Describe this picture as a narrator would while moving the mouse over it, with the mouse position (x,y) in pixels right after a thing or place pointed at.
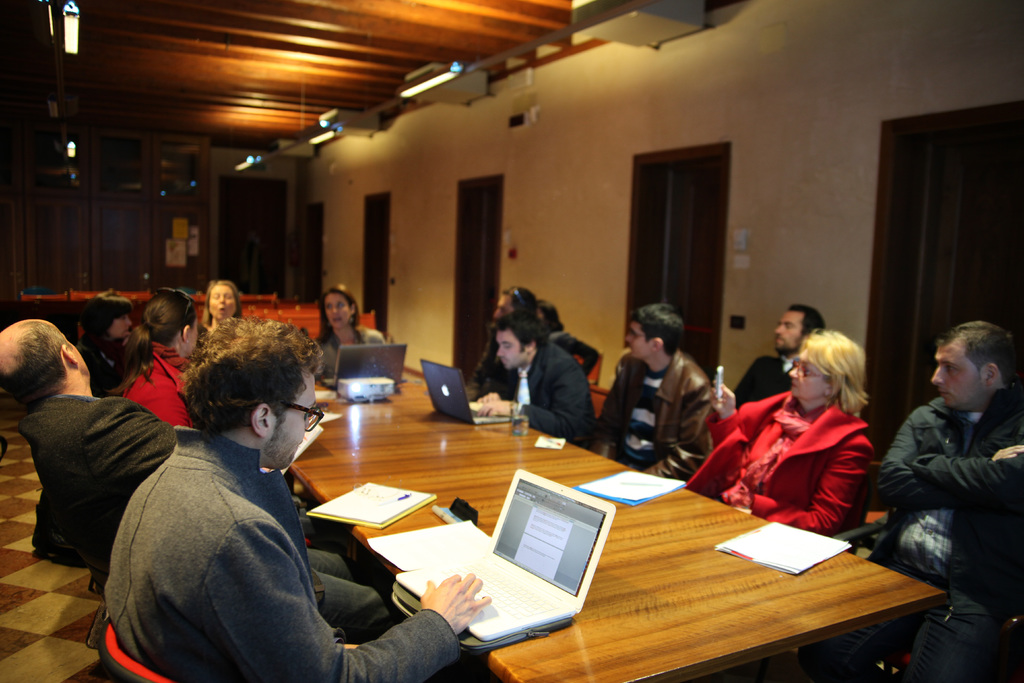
In this image I can see the group of people (620,428) sitting in-front of the table (670,624). I can see these people (620,442) are wearing the different color dresses (283,566). There are laptops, papers (377,503) and few objects (410,494) on the table (621,567). In the background (117,262) I can see the boards (179,239) and the doors (471,294) to the wall (431,234). In the background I can see the lights (309,144) at the top (330,123).
